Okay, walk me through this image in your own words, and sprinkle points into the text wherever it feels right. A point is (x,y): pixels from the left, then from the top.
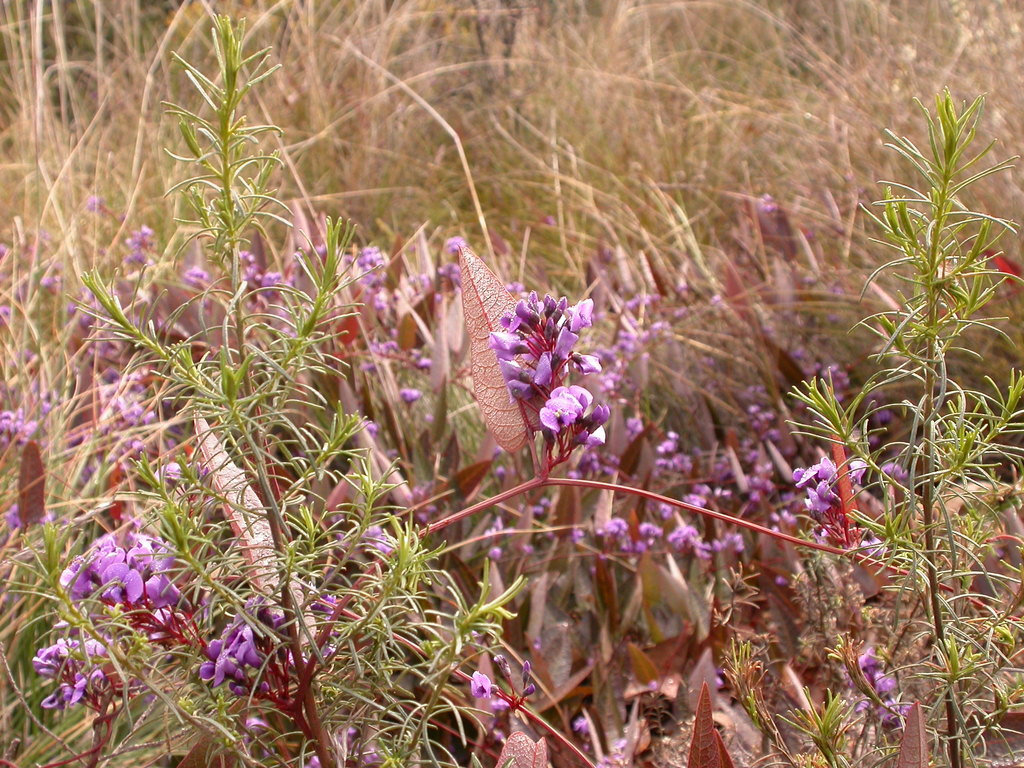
In this image there are plants (526,502) and we can see flowers (554,406). In the background (655,127) there is grass (681,136).
